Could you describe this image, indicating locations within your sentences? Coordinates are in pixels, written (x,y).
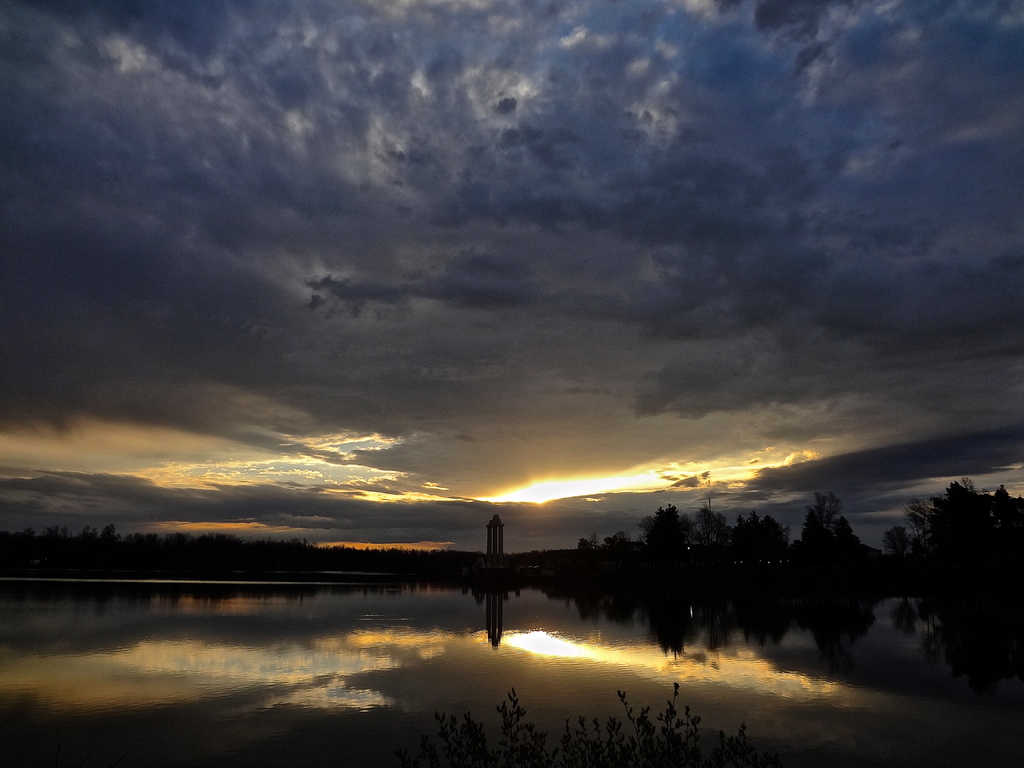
In this picture we can see some water (895,599), trees (949,554) and we can see sunset (536,480).
